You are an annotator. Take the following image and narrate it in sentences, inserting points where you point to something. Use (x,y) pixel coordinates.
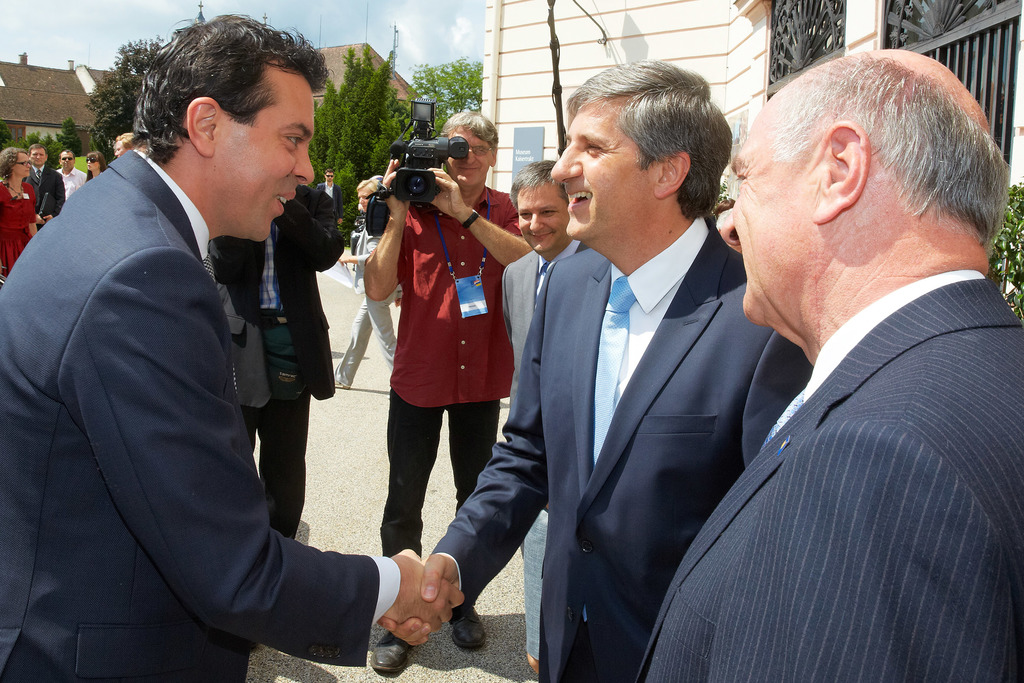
The picture is taken outside a building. In the foreground (574,381) two people (216,481) wearing suit (571,566) are shaking hands (424,581). They are smiling. There are few other people (426,240). In the middle (399,233) a man (443,239) wearing red shirt (424,232) is holding a camera (431,132). In the background (443,53) there are buildings (329,51), trees (327,87), sky (150,2).
